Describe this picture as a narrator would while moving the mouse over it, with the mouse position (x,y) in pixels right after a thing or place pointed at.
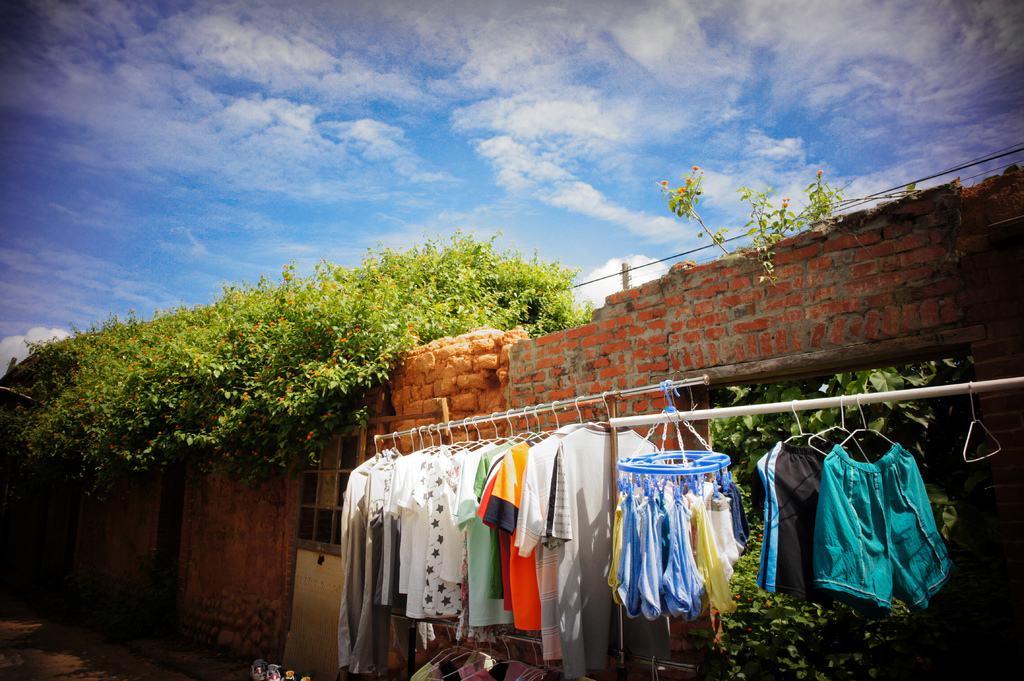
In the picture I can see plants (153,416), clothes (765,474) hanging to metals rods (615,500) and a brick wall (672,445). In the background (289,171) I can see the sky (296,152).
